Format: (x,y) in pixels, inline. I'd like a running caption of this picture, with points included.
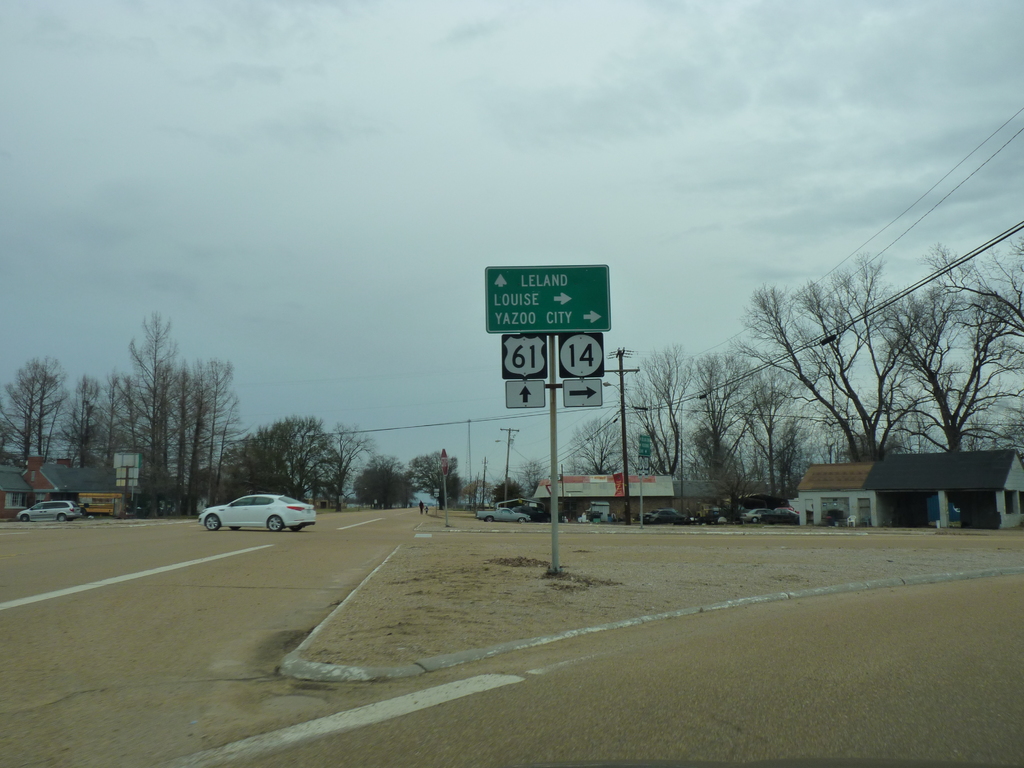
In this picture we can see boards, here we can see vehicles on the road (235,703) and in the background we can see sheds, trees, poles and the sky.
